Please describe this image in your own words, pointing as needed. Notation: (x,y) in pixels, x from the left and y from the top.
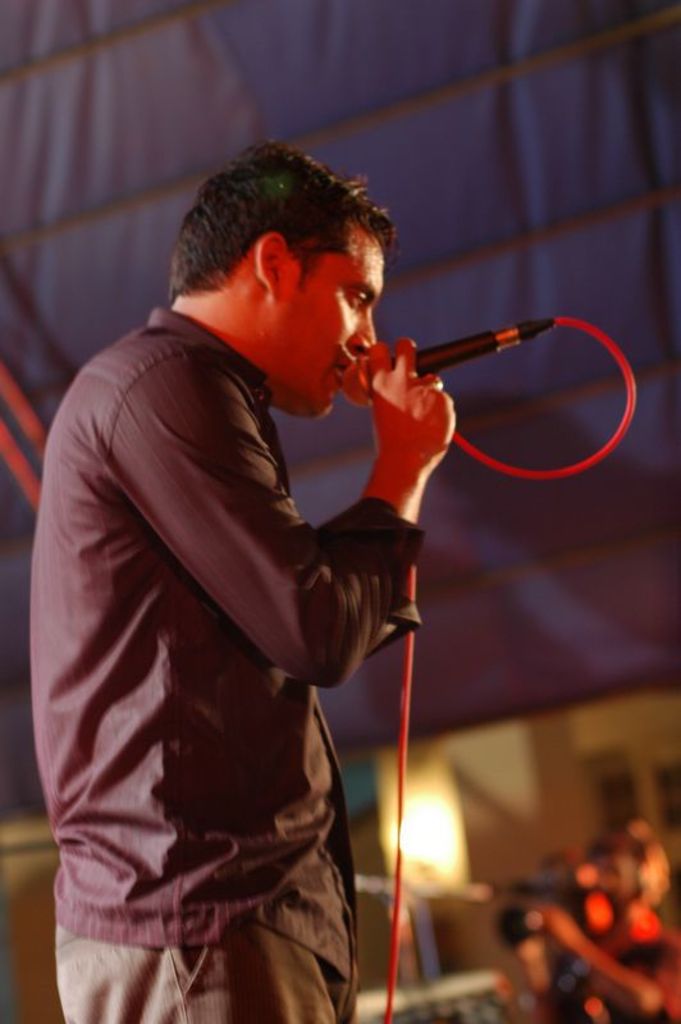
In this image I can see in the middle (362,354) a person (344,581) is singing in the microphone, he is wearing the shirt (222,621). In the right hand side (615,879) bottom it looks like a person (597,972) is holding the camera (521,925).
